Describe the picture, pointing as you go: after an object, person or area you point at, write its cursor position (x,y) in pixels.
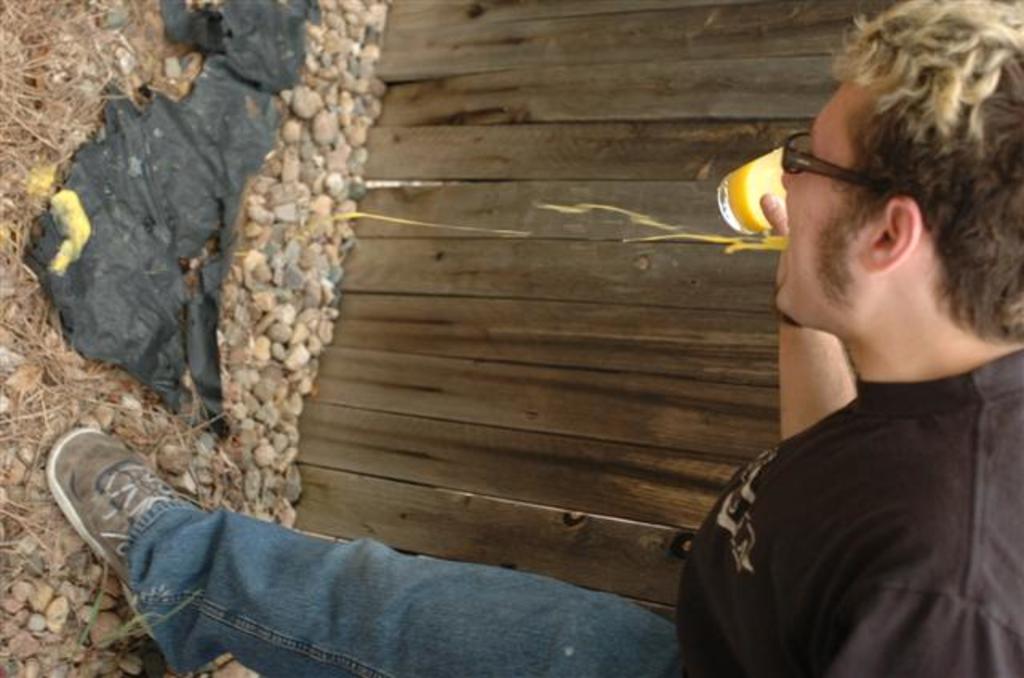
On the right side (962,393), there is a person (973,447) in black color T-shirt (935,496), holding a glass (774,157) which is filled with juice (762,162), bending and vomiting on the ground (300,398), on which there are stones (295,354) and black color sheet (174,194). In the background (475,267), there is a wooden wall (561,475).
